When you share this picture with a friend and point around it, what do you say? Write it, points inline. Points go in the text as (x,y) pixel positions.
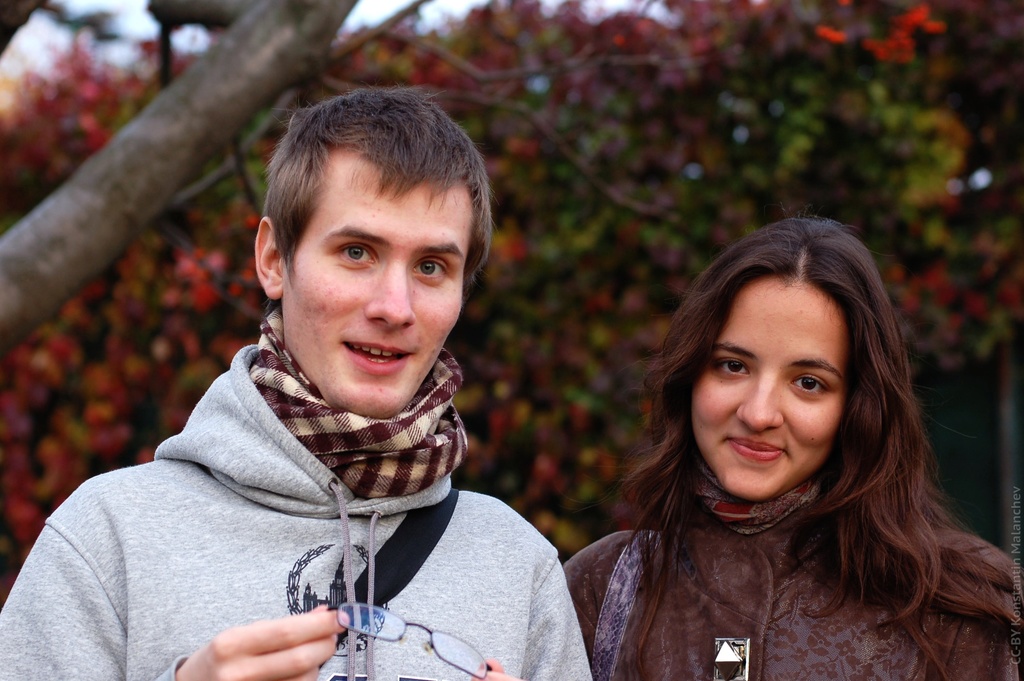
In this image there is a man (363,581) and a lady (710,614), in the background (724,62) it is blurred.
